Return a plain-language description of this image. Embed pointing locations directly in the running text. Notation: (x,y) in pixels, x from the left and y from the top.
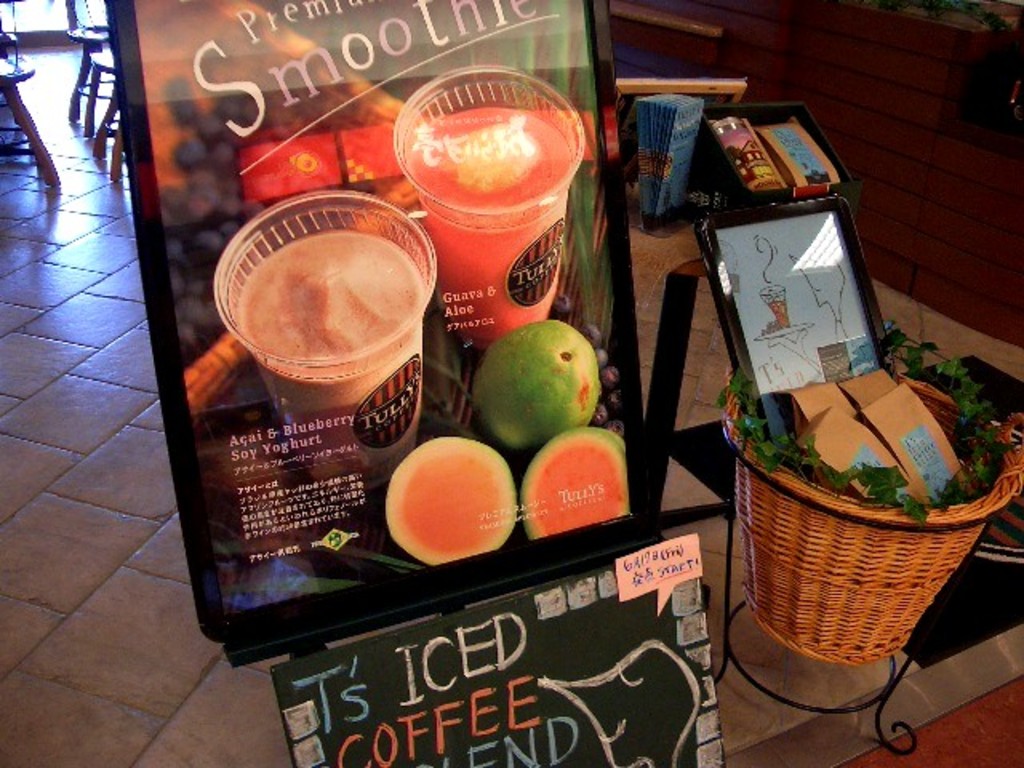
In this image we can see boards (392,483) with text (318,457) and pictures (371,279) of fruits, glasses (381,261) on it, there is a basket (788,574) on the stand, in the basket (851,525) there are plants (838,474), packets (799,394), photo frame (800,372), there are papers (665,182) and boxes (771,123), also we can see chairs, and the wall (911,106).
